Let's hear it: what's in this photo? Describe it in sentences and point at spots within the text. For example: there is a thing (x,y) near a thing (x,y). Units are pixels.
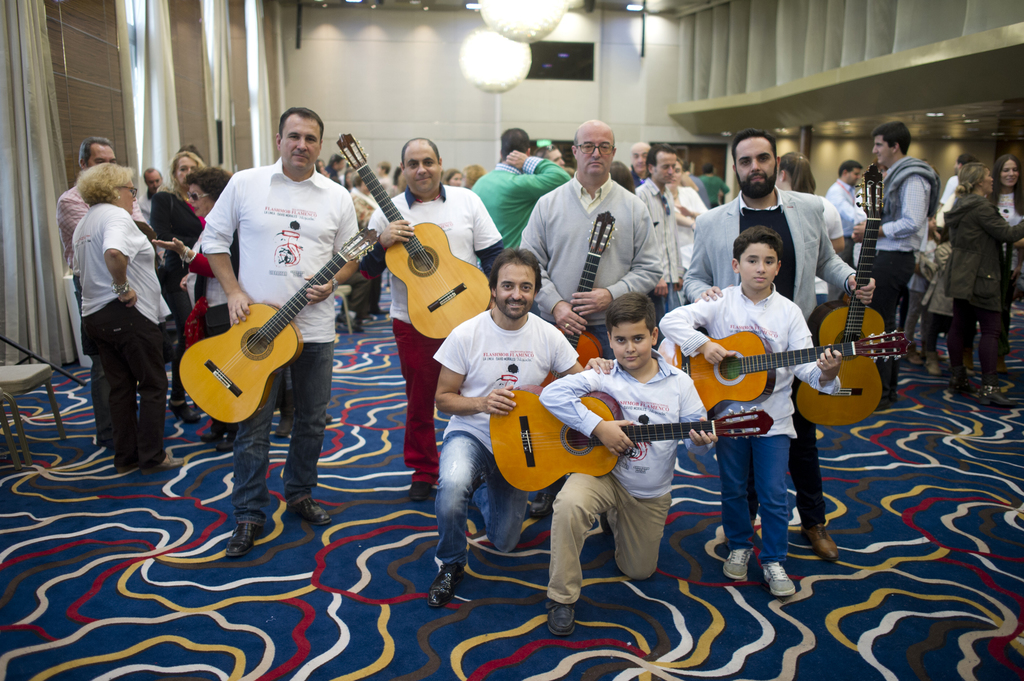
This image is taken in a room (143,189). In this image there is a floor mat (413,611) all over the room (766,641). In the left side of the image (152,65) there is a chair (34,370) and a curtain (33,121) to a wall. In the right side of the image (935,274) there are few people (936,290) standing and there is a wall (954,155) with lights (933,114). In this room (338,385) there are many people (740,559). In the middle of the image (566,425) few people (613,431) are holding guitar (255,379).
